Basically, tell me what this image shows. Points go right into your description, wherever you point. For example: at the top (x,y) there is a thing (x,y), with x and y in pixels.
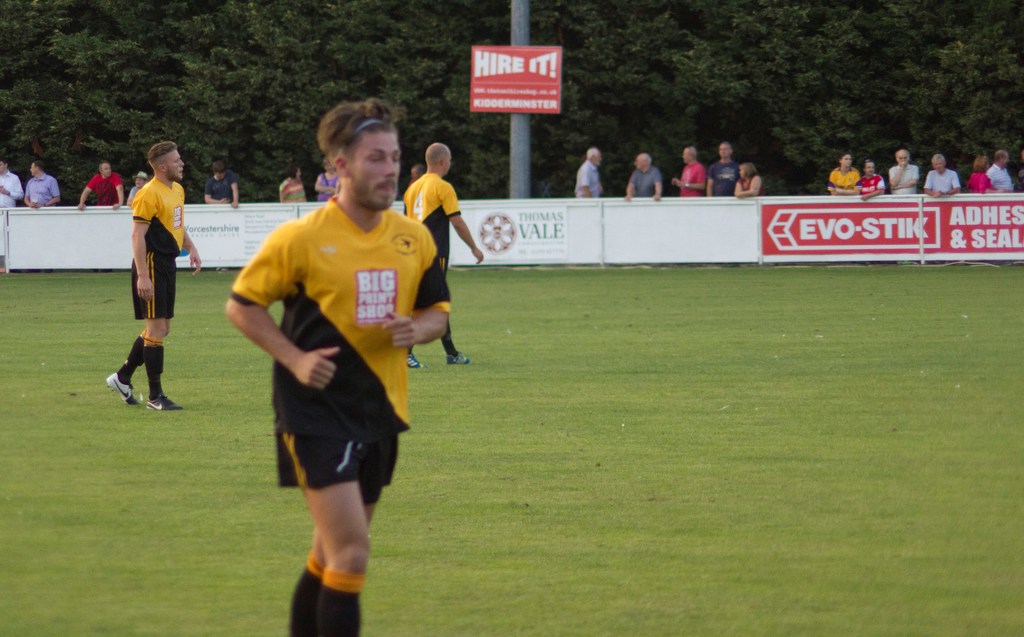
In this image there is a ground (690,507) on which there are three players (300,267). In the background (714,241) there is a boundary (761,237). Behind the boundary (609,206) there are few spectators (755,166) standing and watching the game. In the middle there is a pole (519,144) to which there is a board (505,66). In the background (134,24) there are trees (249,55).
